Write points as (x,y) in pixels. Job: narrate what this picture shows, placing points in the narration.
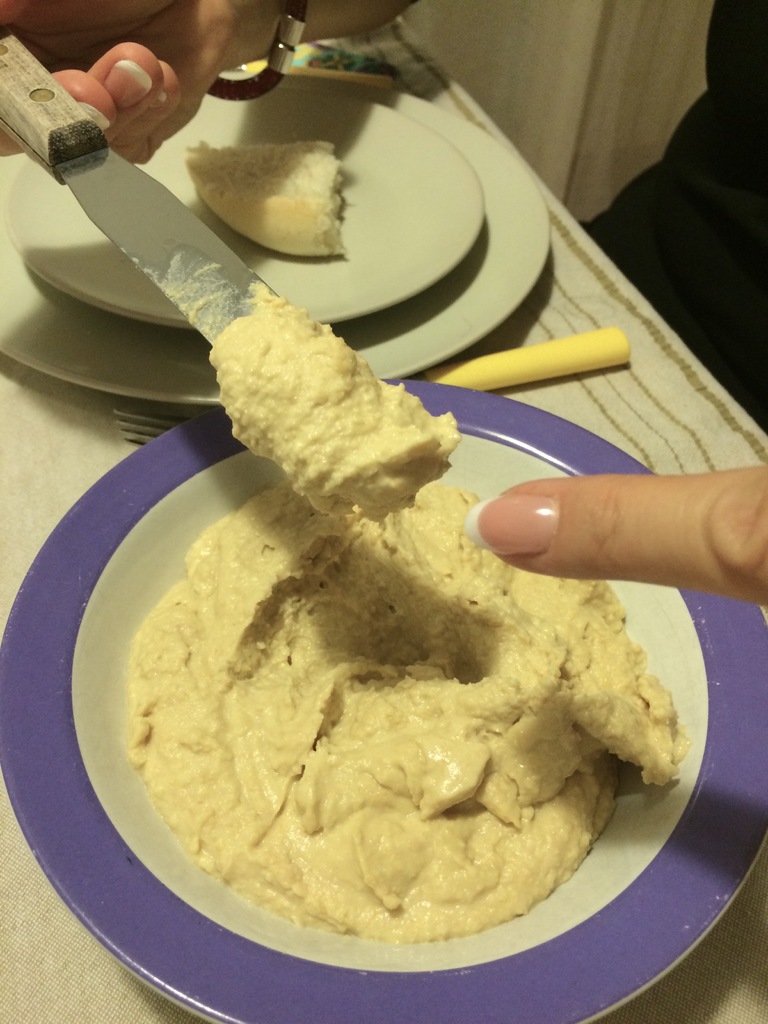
This image consist of food (353,694) which is on the plate (105,672). On the right side (674,541) there is a finger (701,530) of the person (690,534). On the top left (15,109) there is a knife (62,109) in the hand (92,116) of the person (126,76) and there are plates (387,283) which are white in colour and there is a fork (516,377) on the table (546,383) and on the right side (728,237) there is an object (734,230) which is black in colour.
